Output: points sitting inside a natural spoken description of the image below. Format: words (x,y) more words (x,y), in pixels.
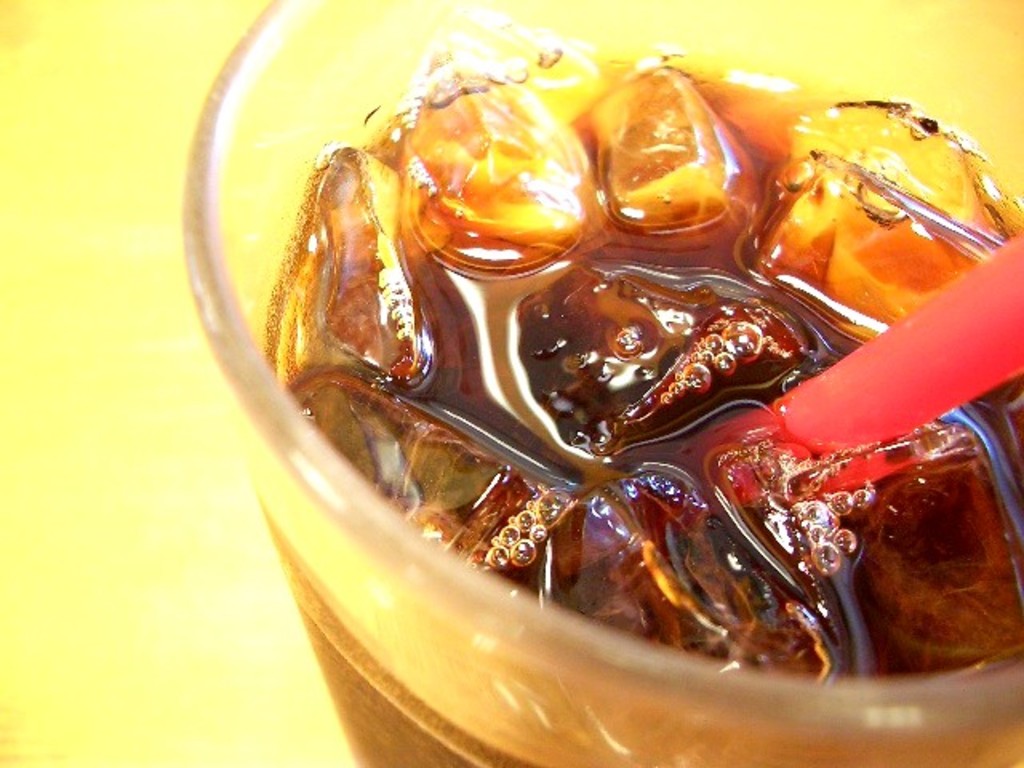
We can see glass (467,579) with drink (606,420) and straw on the yellow surface (200,661).
